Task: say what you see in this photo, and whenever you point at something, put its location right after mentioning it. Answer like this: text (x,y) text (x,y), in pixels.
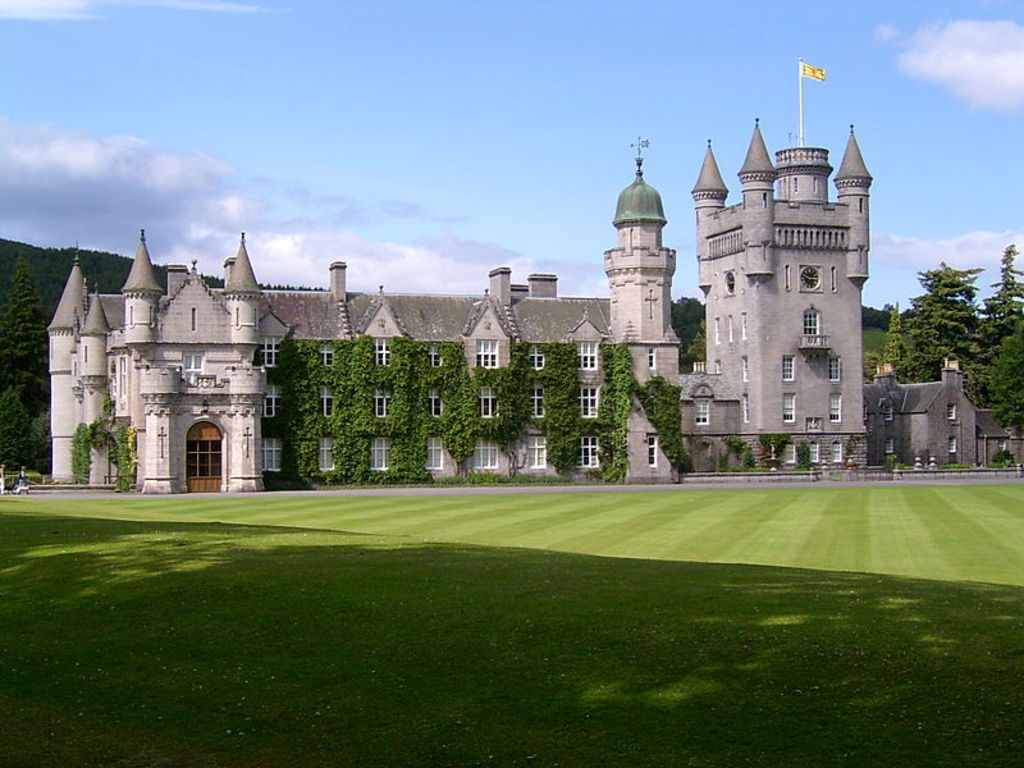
In this image in the center (466,331) there is a palace (770,215) and some plants (497,385), and on the palace (770,228) there is a pole (803,118) and flag (817,70) and at the bottom (386,551) there is grass (357,576). And in the background (24,313) there are some trees (932,331), at the top of the image (652,100) there is sky (447,123).
